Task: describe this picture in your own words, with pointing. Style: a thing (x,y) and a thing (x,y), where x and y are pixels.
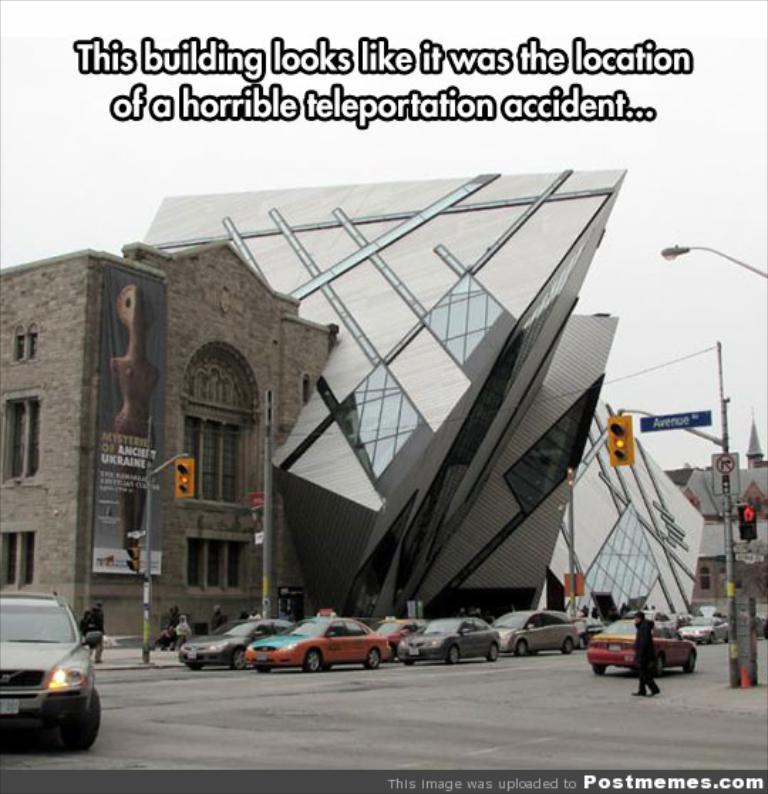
In the picture i can see some vehicles (410,651) which are moving on road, there are some traffic signals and in the background of the picture (355,329) there are some buildings (337,446).
